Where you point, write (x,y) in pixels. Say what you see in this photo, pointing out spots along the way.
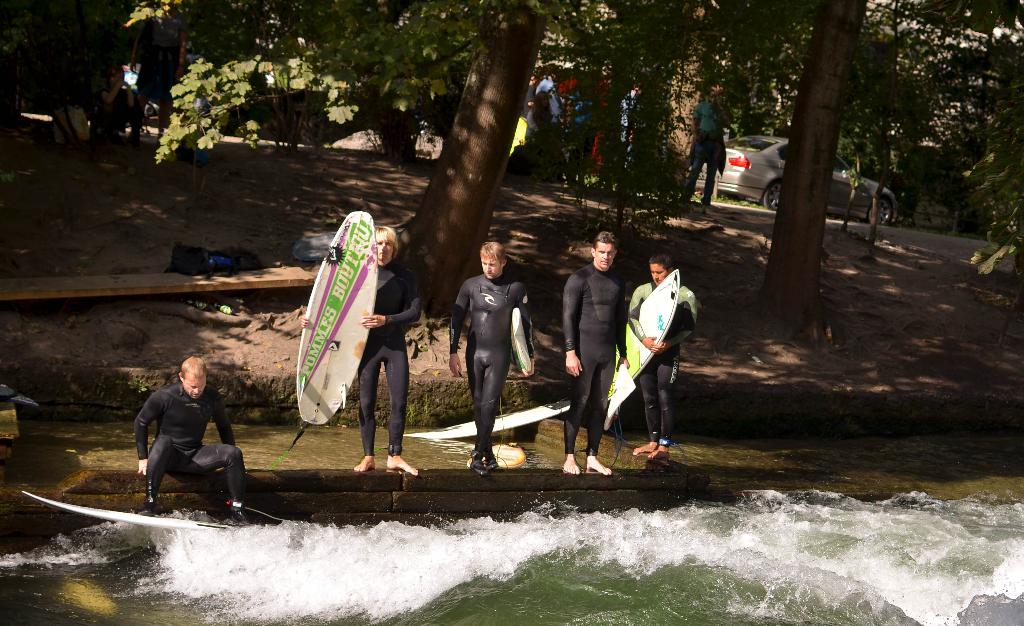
In this i can see there are the persons (142,417) standing on the rock (341,482) and a person (609,321) holding a board (643,354) and wearing a black color wetsuit (485,310) and background (273,60) I can see a some trees (948,163) and there is a vehicle (765,173) on the right side (772,147) and there are some persons (712,133) stand on the backside of the trees (551,64) and there is a water (343,568) visible and there is a river (384,575), on the left side (164,51) corner I can see a persons (159,49), on the middle corner I can see a back pack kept on the floor (77,315).
